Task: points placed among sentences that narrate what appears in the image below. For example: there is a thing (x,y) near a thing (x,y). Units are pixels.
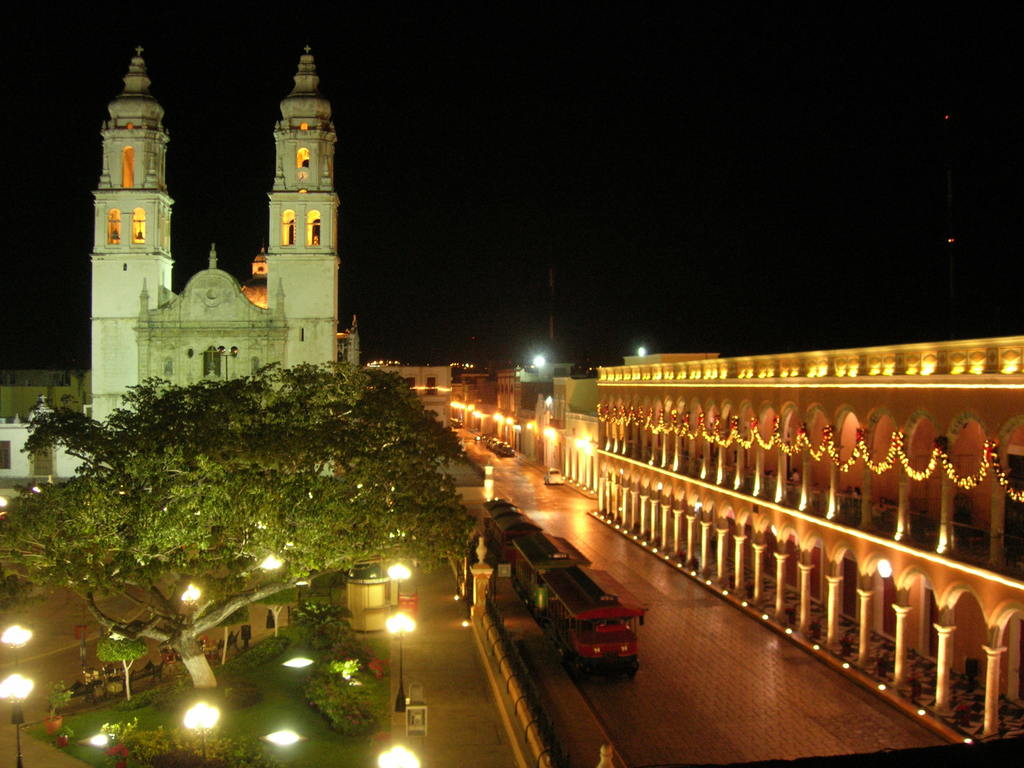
In this picture we can see buildings (566,459) with lights (732,495). In front of the buildings (771,424) there is a tree (232,501), vehicles (588,621) on the path (598,703) and on the left side of the vehicles (525,599) there are poles (16,646) with lights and plants (178,686). Behind the buildings (343,340) there is a dark background (11,96).
